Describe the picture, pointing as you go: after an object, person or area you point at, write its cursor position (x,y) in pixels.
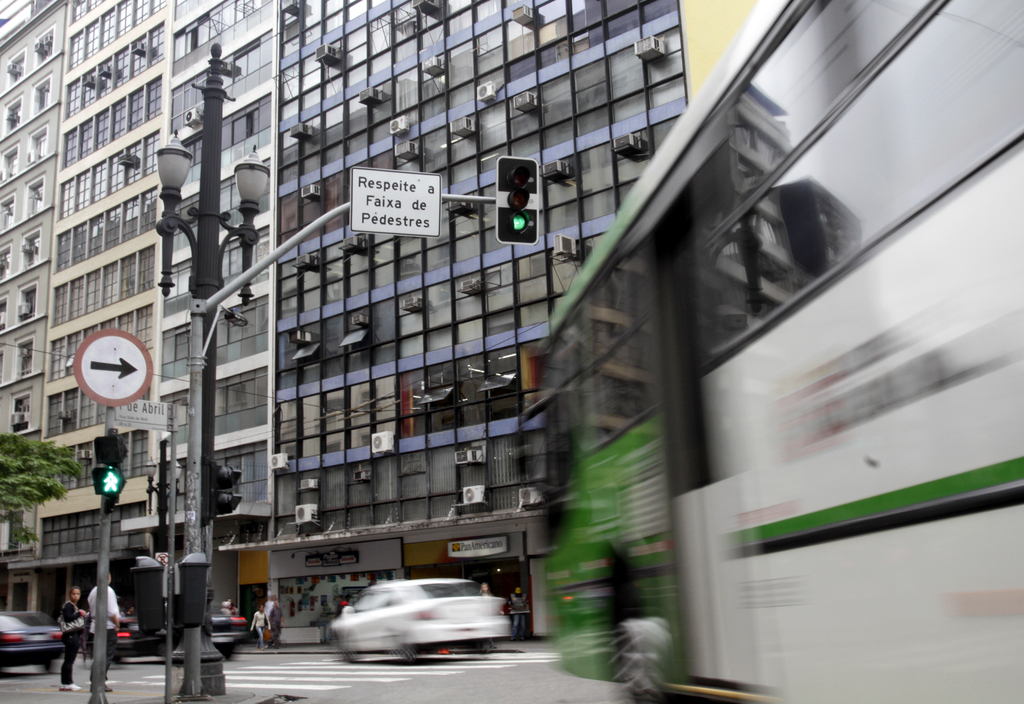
In the image there are few vehicles (370,589) on the road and also some people (108,619) and there is a pole light (193,222), traffic signal lights (114,471) and a caution board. In the background (233,460) there is a building (263,489).
